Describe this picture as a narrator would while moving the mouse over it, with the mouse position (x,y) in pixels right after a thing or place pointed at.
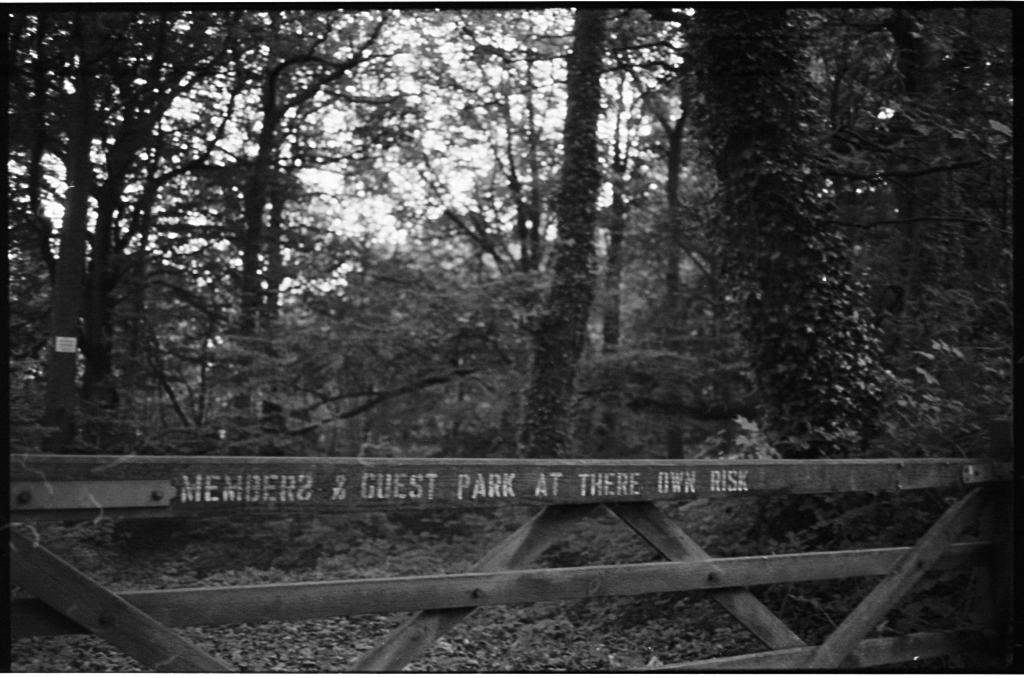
In this image we can see a wooden fencing (463,609). In the background of the image (461,325) there are trees (662,117).
